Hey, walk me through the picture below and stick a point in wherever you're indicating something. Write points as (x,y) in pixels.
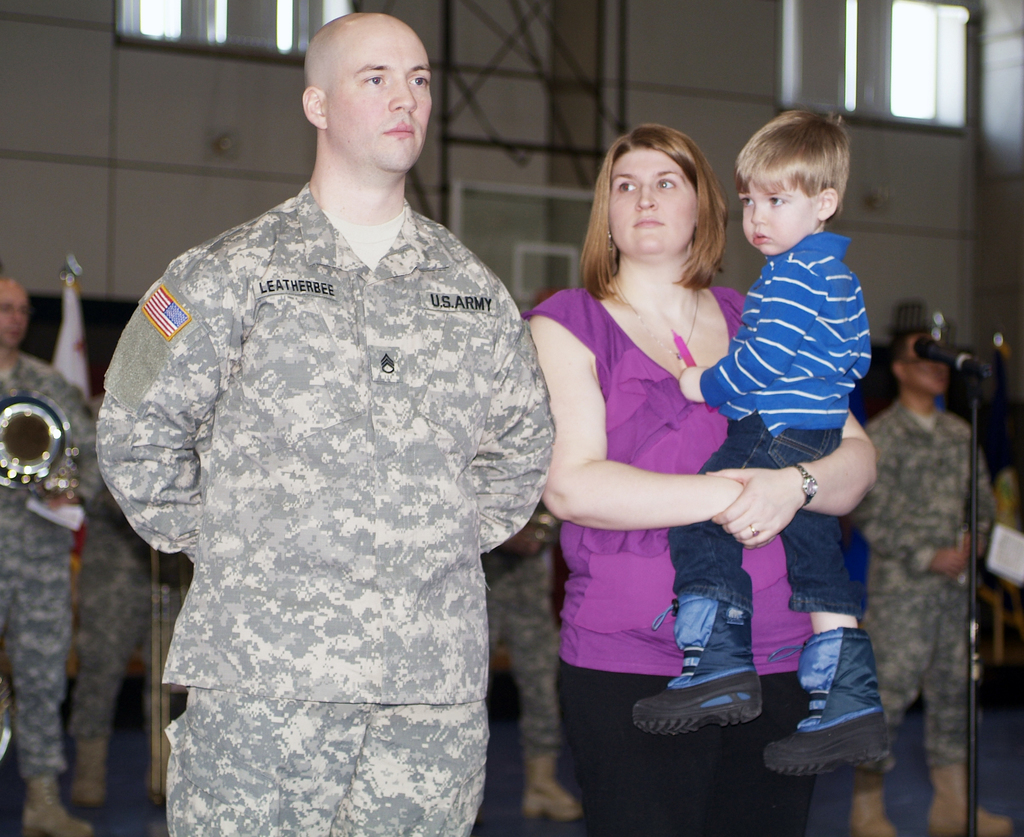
In this image there is an army officer (310,358) on the left side (285,358) and there is a woman (588,309) who is holding the kid (759,369) on the right side (790,326). In the background (929,538) there are few other army officers (73,494) standing on the floor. On the right side (975,484) there is a mic (971,592) on the floor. In the background (423,13) there is a wall (170,120) to which there are windows (187,35).
